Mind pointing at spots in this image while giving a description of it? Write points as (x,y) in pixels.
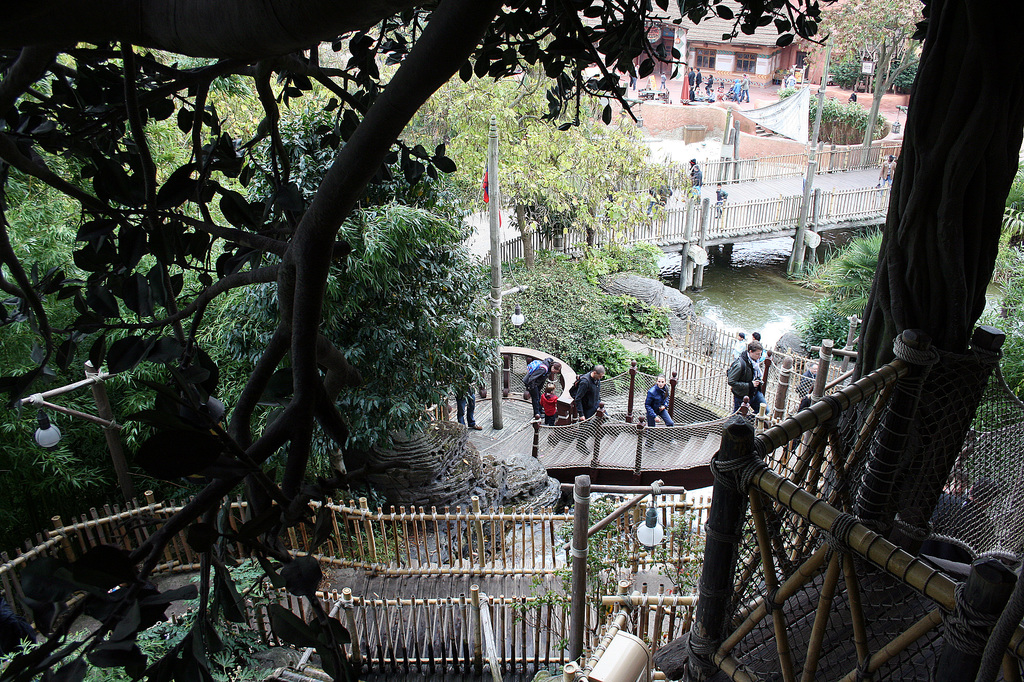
This picture contains a staircase (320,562) and a railing (410,610). Here, we see people (581,399) climbing up the staircase (675,439). On the left side (300,362), there are trees (374,416). In the right bottom of the picture (734,489), we see wooden rods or sticks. Behind that, we see trees (941,425). In the middle of the picture (496,281), we see a pole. Beside that, we see a bridge (755,207) over the water (760,308). We see people (693,177) are walking on the bridge (678,215). Beside that, we see a wooden railing (741,207). In the background (738,88), we see people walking on the road (668,88). There are trees (881,86) and buildings (713,35) in the background (638,148).
